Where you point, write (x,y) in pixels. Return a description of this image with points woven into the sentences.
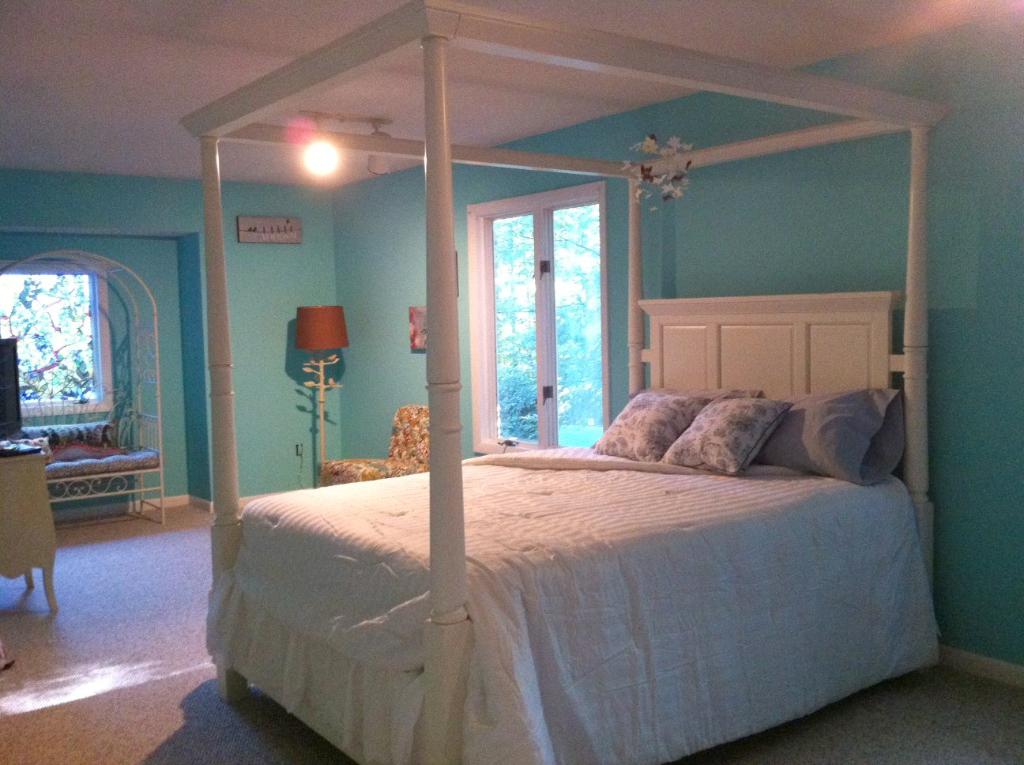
This picture is clicked inside the room (638,538). In the center (651,493) we can see the pillows (744,452) and blanket (545,525) on the bed (754,486) and we can see the roof (214,62), lamp (321,156), metal rods (71,255), couch (102,457), windows (63,353), chairs (353,463), lamp (344,340) and some other objects (39,525). In the background (283,305) we can see the wall (289,353) and some other objects (281,225) and through the windows (77,308) we can see the outside view (522,299).
